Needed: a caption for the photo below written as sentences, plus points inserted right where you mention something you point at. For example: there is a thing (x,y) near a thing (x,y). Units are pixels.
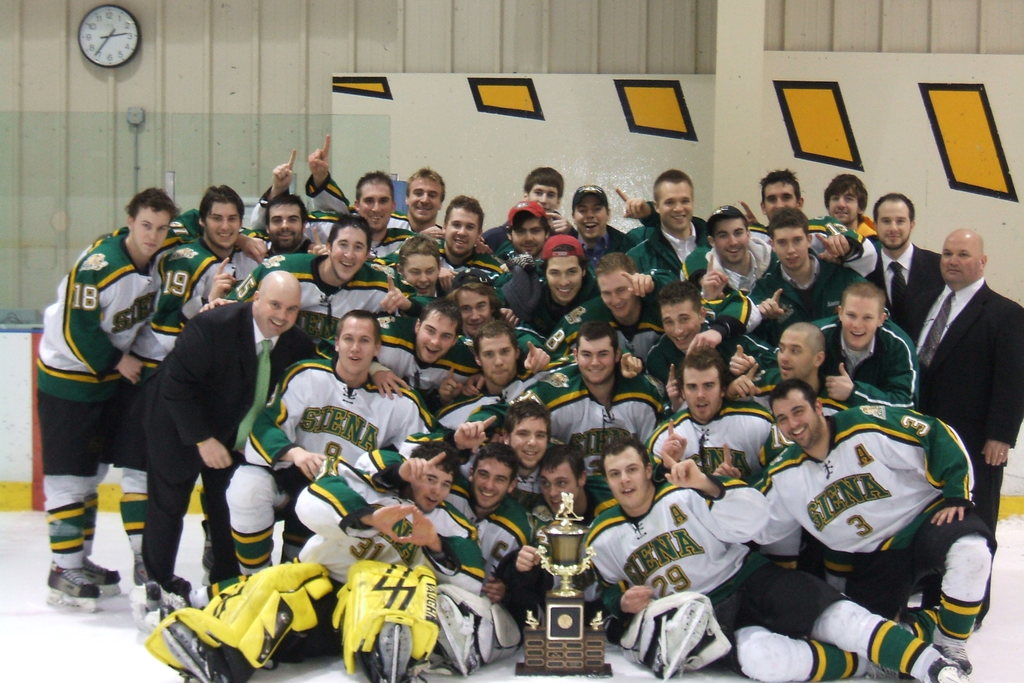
In this picture we can see a group of people (369,361) on the ground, here we can see a trophy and in the background (27,298) we can see a clock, wall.
